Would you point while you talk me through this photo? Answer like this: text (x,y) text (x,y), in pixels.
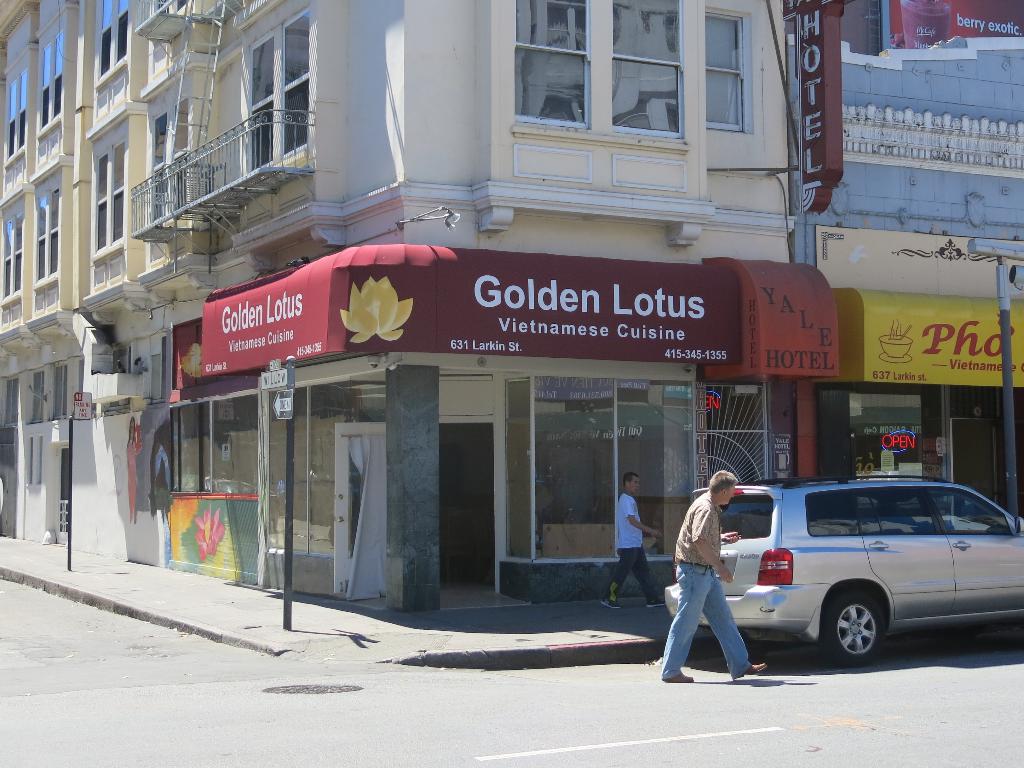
In the image there are two persons (695,571) walking in front of the building (510,592) on the road (346,732), there is a car (909,554) on the right side (946,600).
